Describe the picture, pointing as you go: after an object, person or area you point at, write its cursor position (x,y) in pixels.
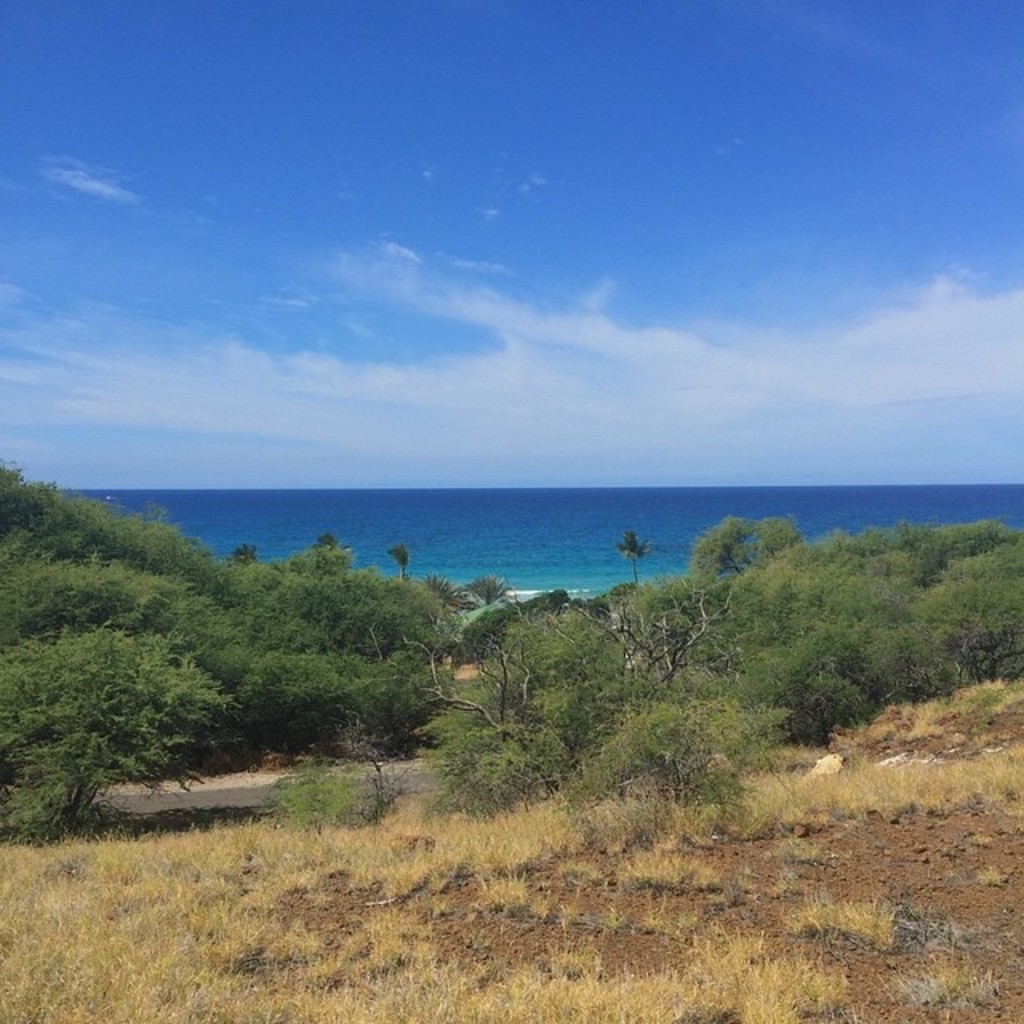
In this picture I can see grass (19,934), trees (697,612), water (449,518), and in the background (473,398) there is sky (589,163).
